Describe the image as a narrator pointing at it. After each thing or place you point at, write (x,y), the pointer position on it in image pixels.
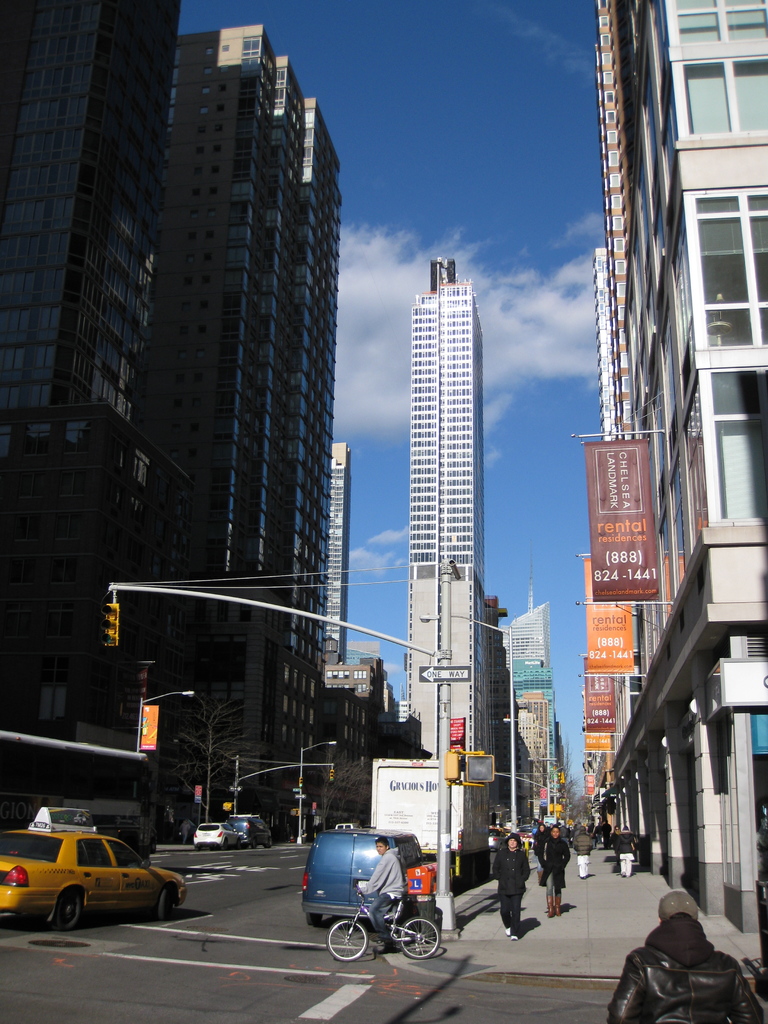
In this image I can see the road (235,919), few vehicles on the road (231,930), the sidewalk (623,920), the person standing on the side walk (585,893), few poles (449,927), a traffic signal (116,628), a tree (208,735), few banners (610,580) and few buildings (269,660) on both sides of the road (260,886). In the background (553,631) I can see the sky (409,233).
